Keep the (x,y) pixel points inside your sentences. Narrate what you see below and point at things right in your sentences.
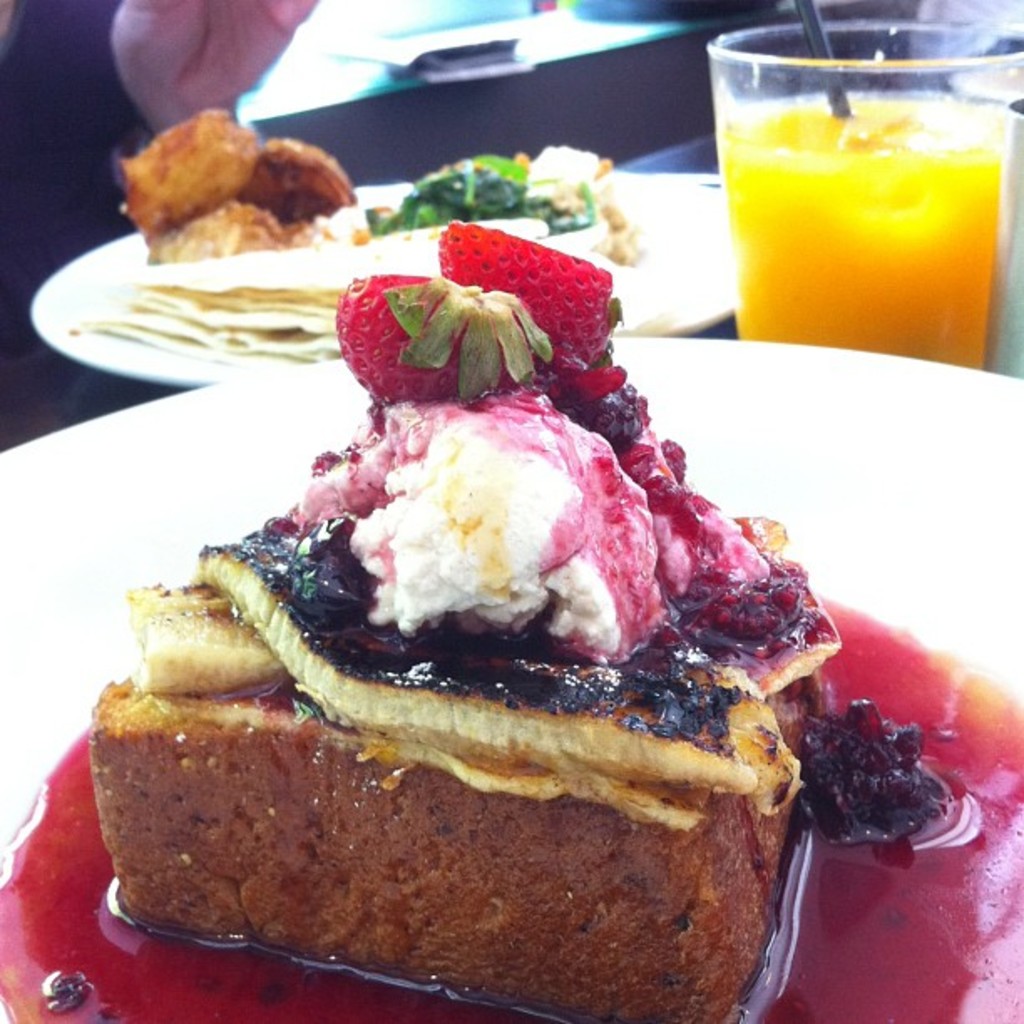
In this image we can see a cake (440,600), on the plate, there is a cream (581,508), and strawberries (390,364) on it, beside, there is a plate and food item (174,152) on it, there is a glass (827,96) and some liquid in it.
